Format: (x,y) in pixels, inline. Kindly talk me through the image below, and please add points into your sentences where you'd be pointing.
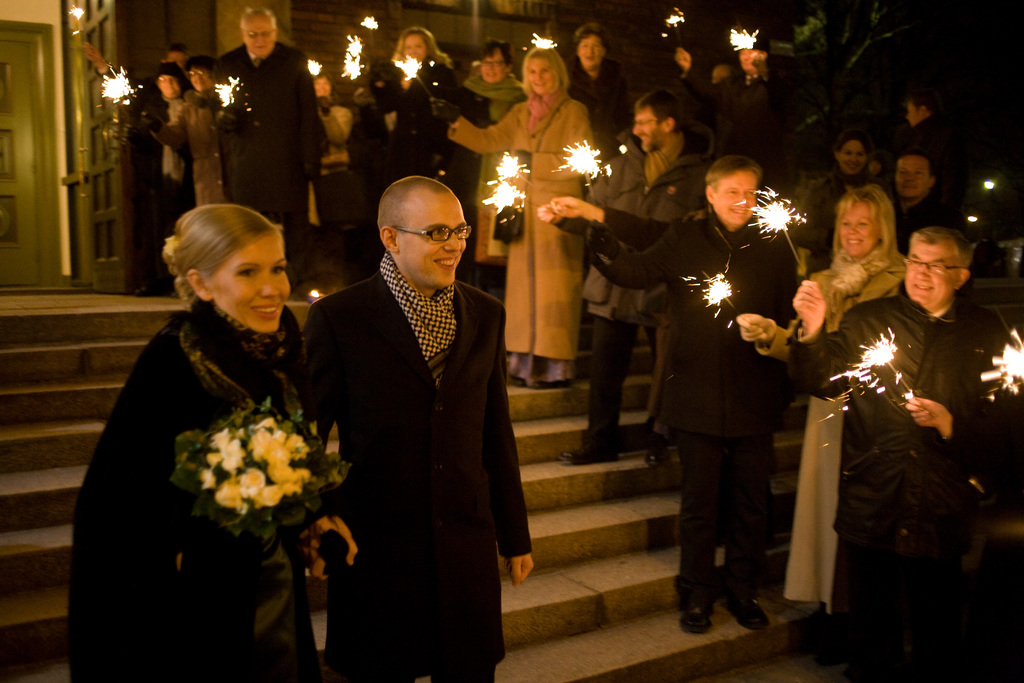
In this image I can see group of people (851,331) standing and they are holding few fireworks (881,352). In front (285,479) the person (292,406) is holding the bouquet (303,479). In the background (115,138) I can see two doors (5,139).
